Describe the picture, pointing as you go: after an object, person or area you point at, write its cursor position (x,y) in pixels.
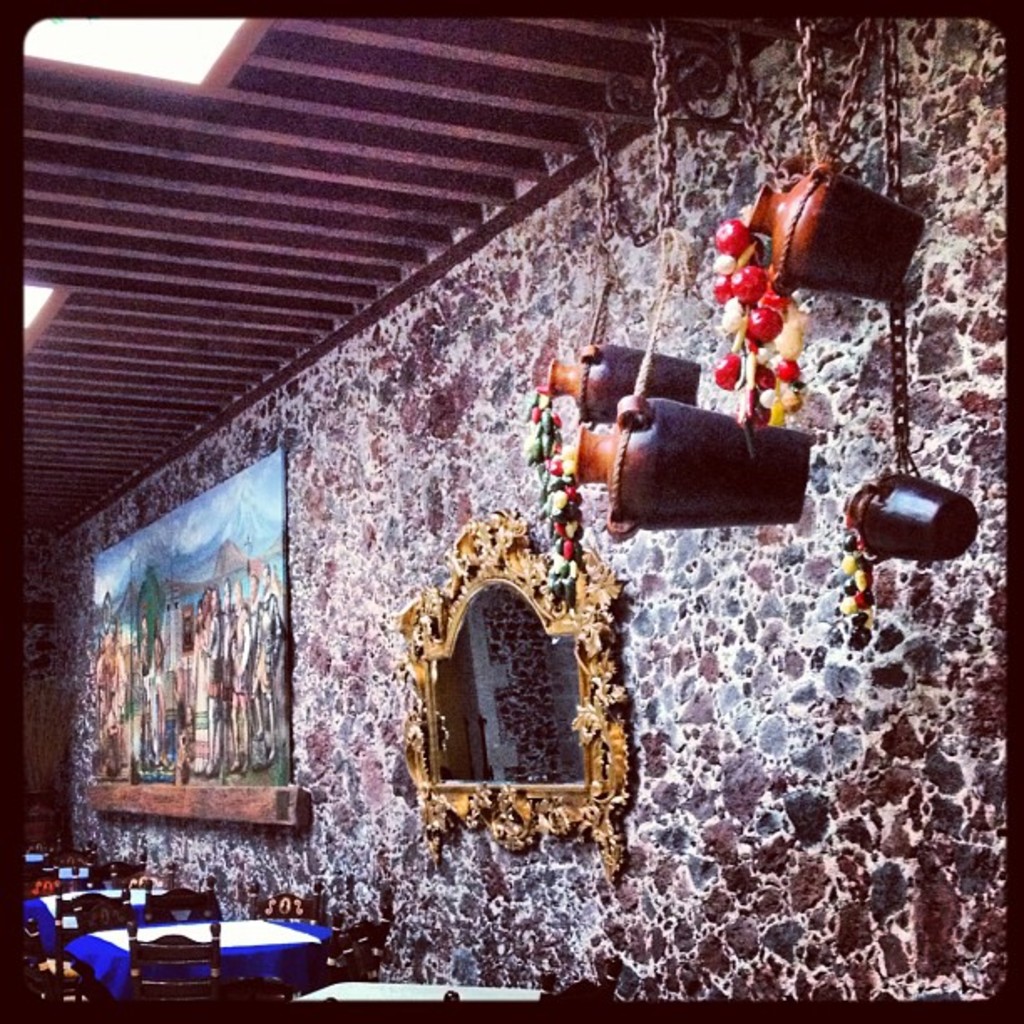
In this image there are tables (98,977) and chairs (79,977). In the background of the image (469,649) there is a mirror (518,663) and a photo frame (121,767) on the wall (315,533). There is a decorative item (646,523) hanged to the roof (547,60).
